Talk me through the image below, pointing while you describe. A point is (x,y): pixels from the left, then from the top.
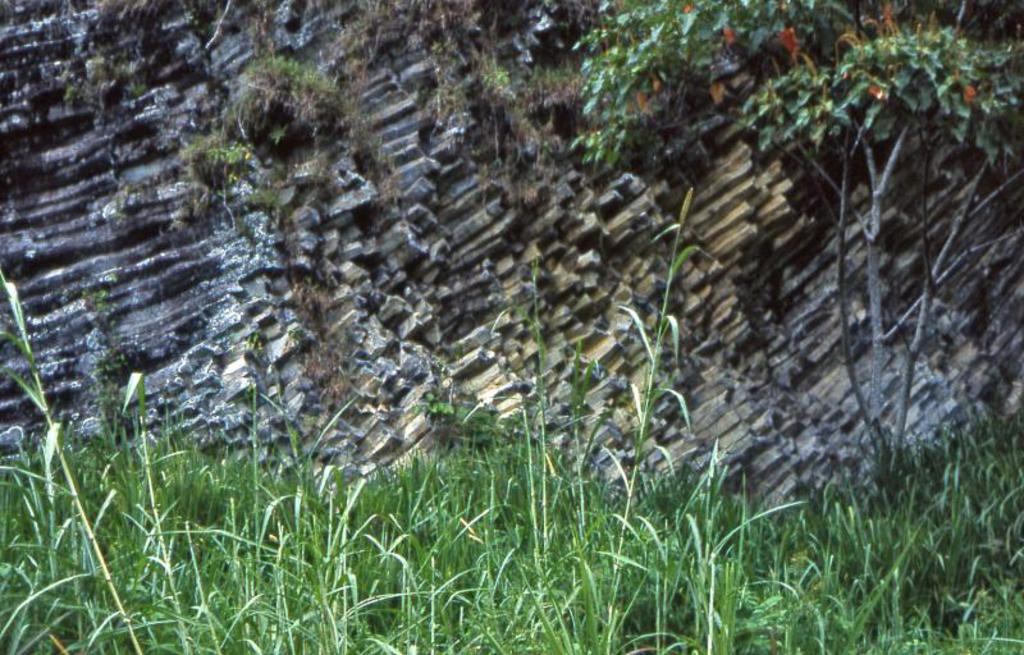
Here in this picture we can see plants (252,468) and trees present over there and we can see rock columns (491,384) present all over there.
